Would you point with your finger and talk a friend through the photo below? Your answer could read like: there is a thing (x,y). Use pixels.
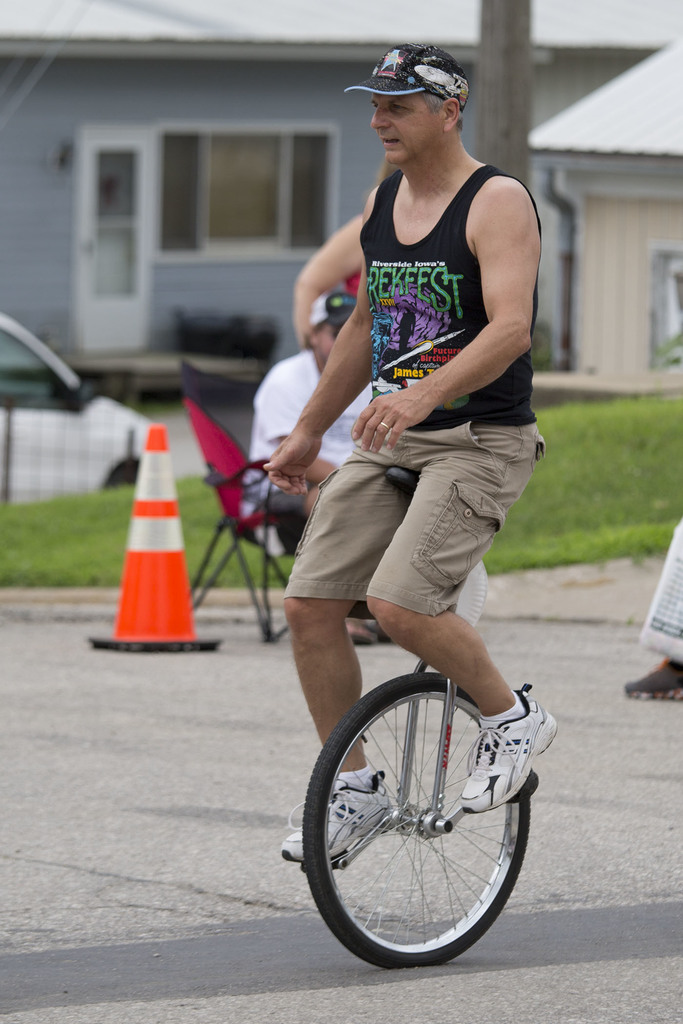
This image consists of a man (444,428) who is riding a unicycle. Behind him there is a man (305,500) who is sitting on chair (218,448). In the top (290,173) there is a building (27,95) and in the middle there is a Grass (586,535).
